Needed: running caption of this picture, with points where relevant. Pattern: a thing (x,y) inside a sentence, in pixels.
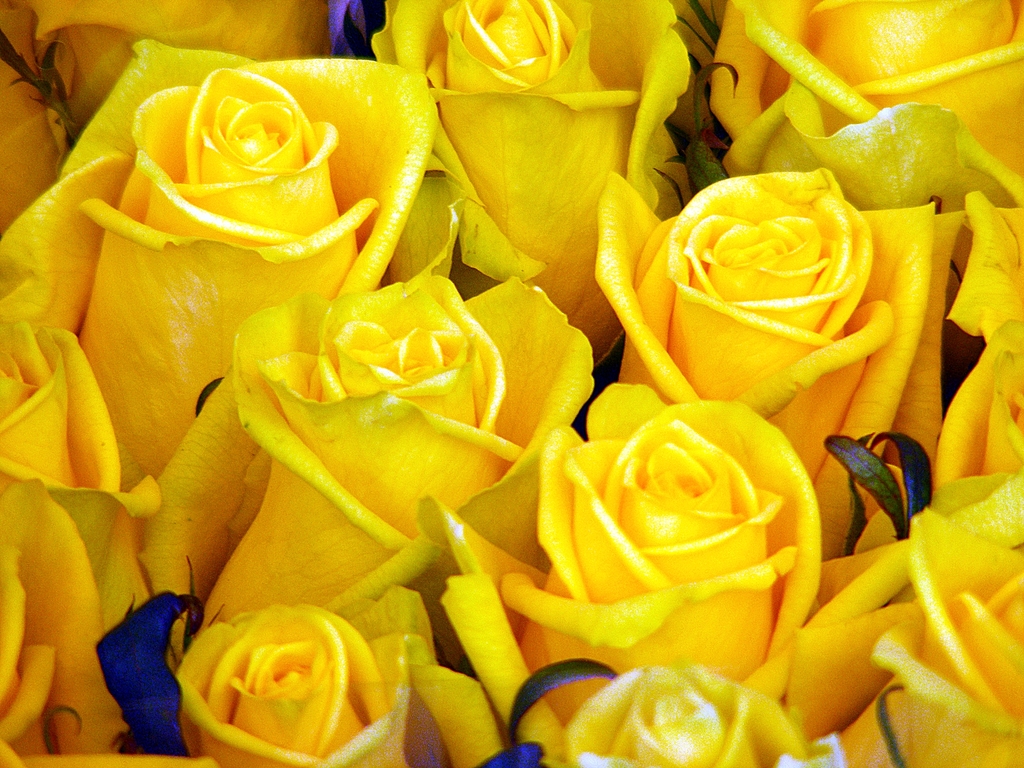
In this picture I can see cluster of yellow roses (491,269).
